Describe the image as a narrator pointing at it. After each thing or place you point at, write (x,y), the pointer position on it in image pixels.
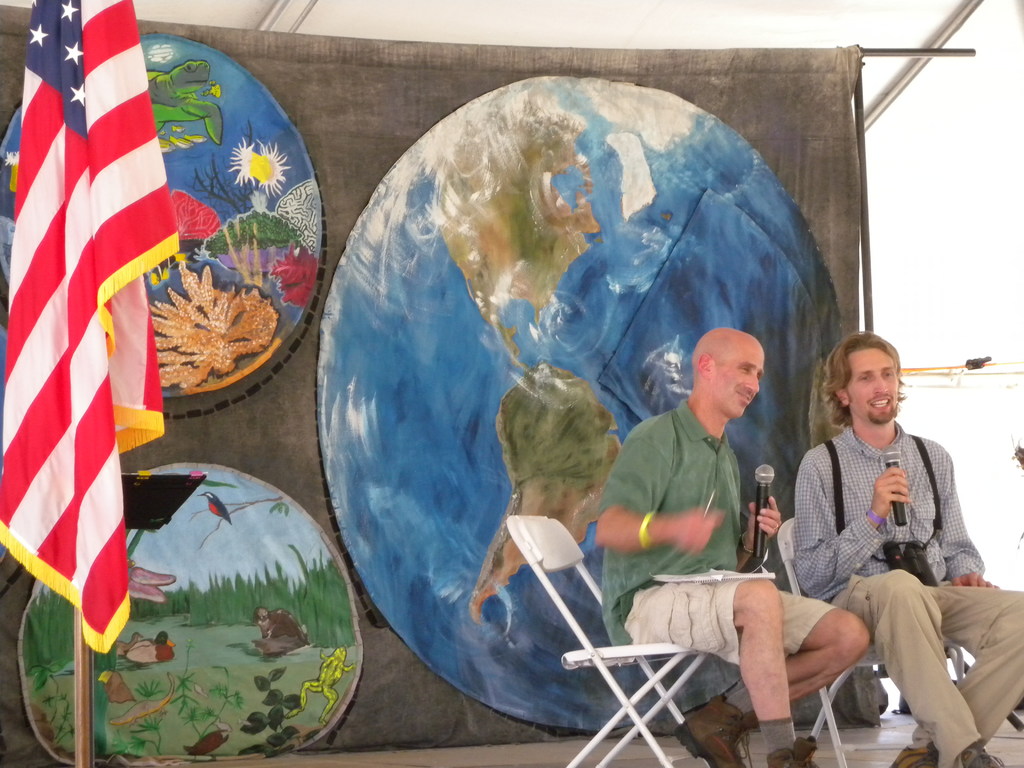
There are two men (729,568) sitting on chairs (658,682) and holding microphones (902,515), behind these two men (733,517) we can see banner (308,109). We can see stand (133,504) and flag (101,441).
